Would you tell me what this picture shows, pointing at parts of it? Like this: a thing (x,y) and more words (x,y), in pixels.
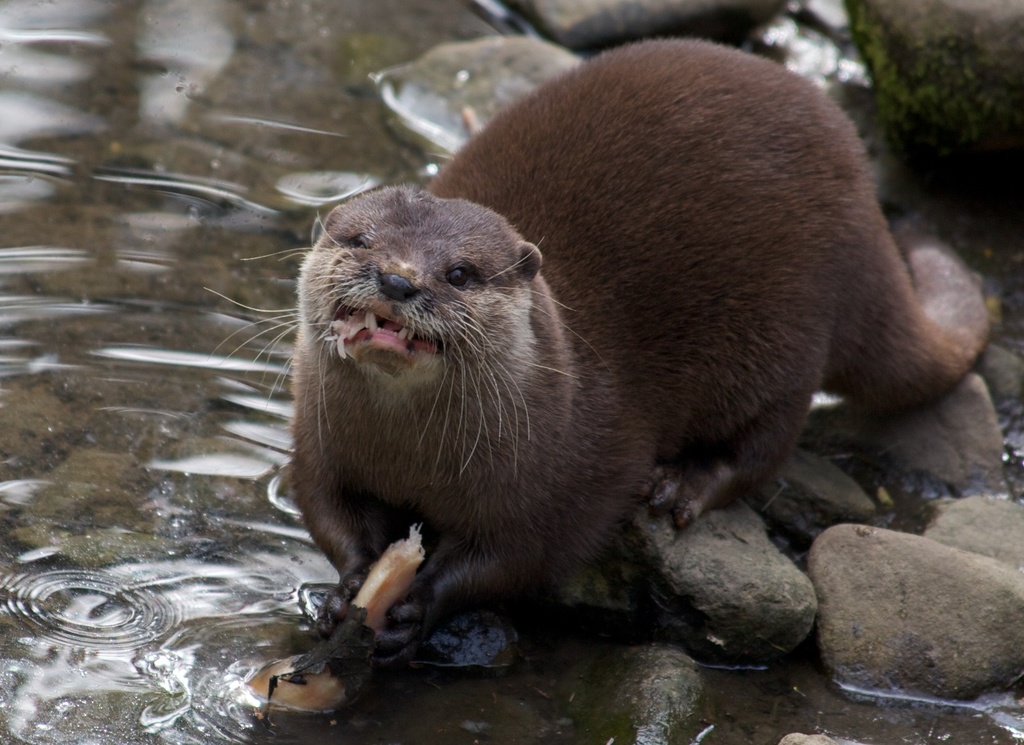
In this image I can see an animal (726,142) in brown color and the animal (568,343) is on the stones (793,495), background (91,343) I can see the water (251,288).
